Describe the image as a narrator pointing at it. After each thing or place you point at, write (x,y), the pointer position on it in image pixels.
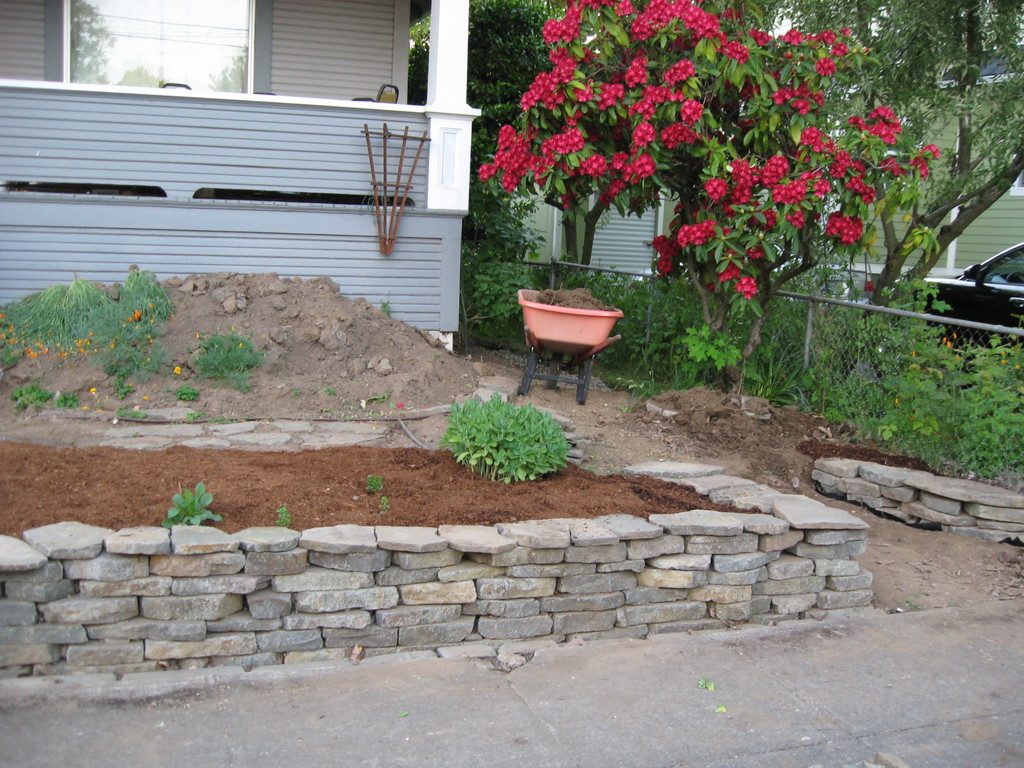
As we can see in the image there are houses (553,235), plants (1003,425), trees (829,274), flowers (615,81), tray (538,328), rocks (694,610) and mud (338,415).
